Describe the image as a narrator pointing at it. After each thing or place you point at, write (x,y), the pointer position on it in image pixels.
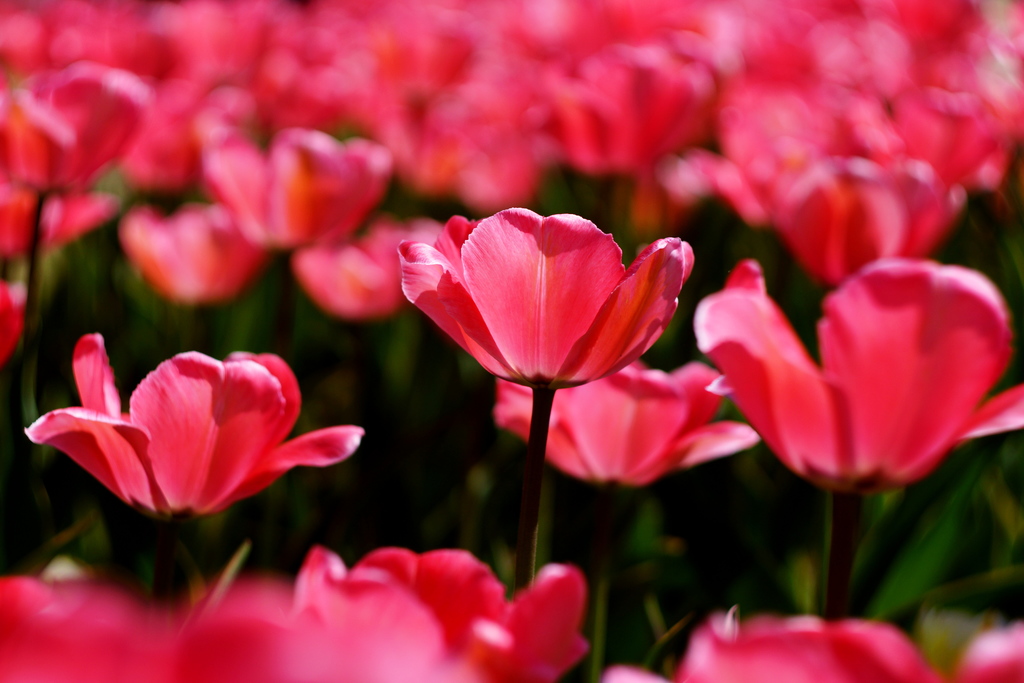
In this image we can see some pink color flowers (514,390) on the plants (968,571).
